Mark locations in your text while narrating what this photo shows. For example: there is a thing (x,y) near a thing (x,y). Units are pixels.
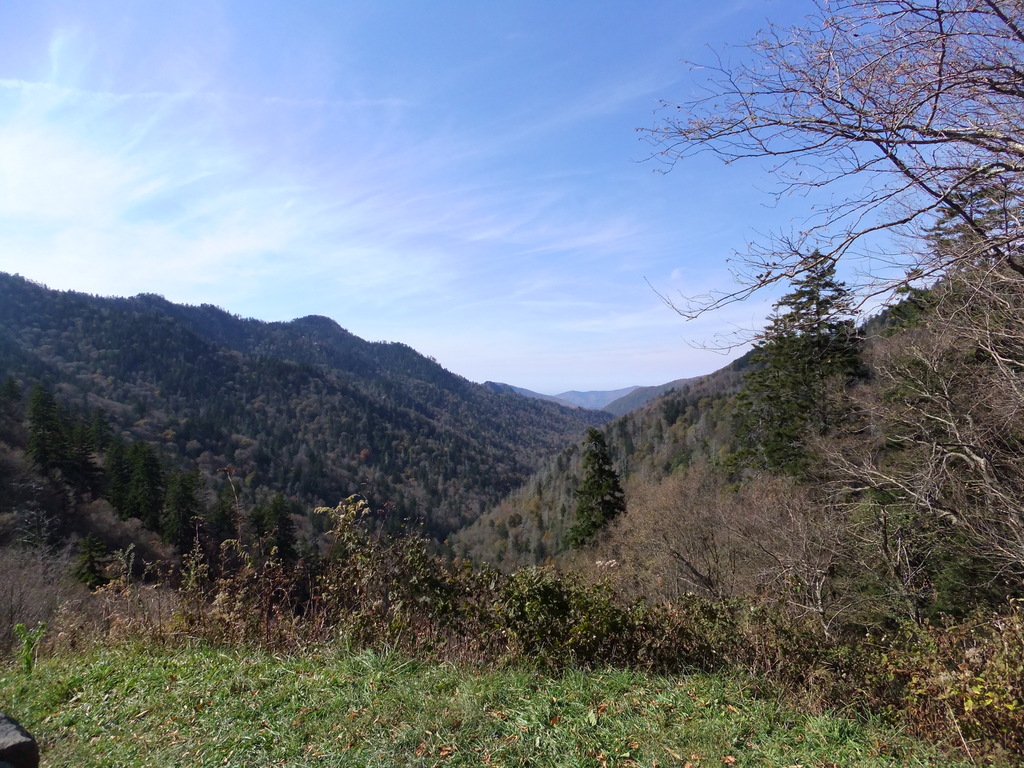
In this picture we can see a blue sky (379,191) with clouds (240,253). These are the hills (404,425). At the right side of the picture (972,393) we can see a bare tree (951,390). This is a green grass (499,702). These are the dried plants (504,614).
